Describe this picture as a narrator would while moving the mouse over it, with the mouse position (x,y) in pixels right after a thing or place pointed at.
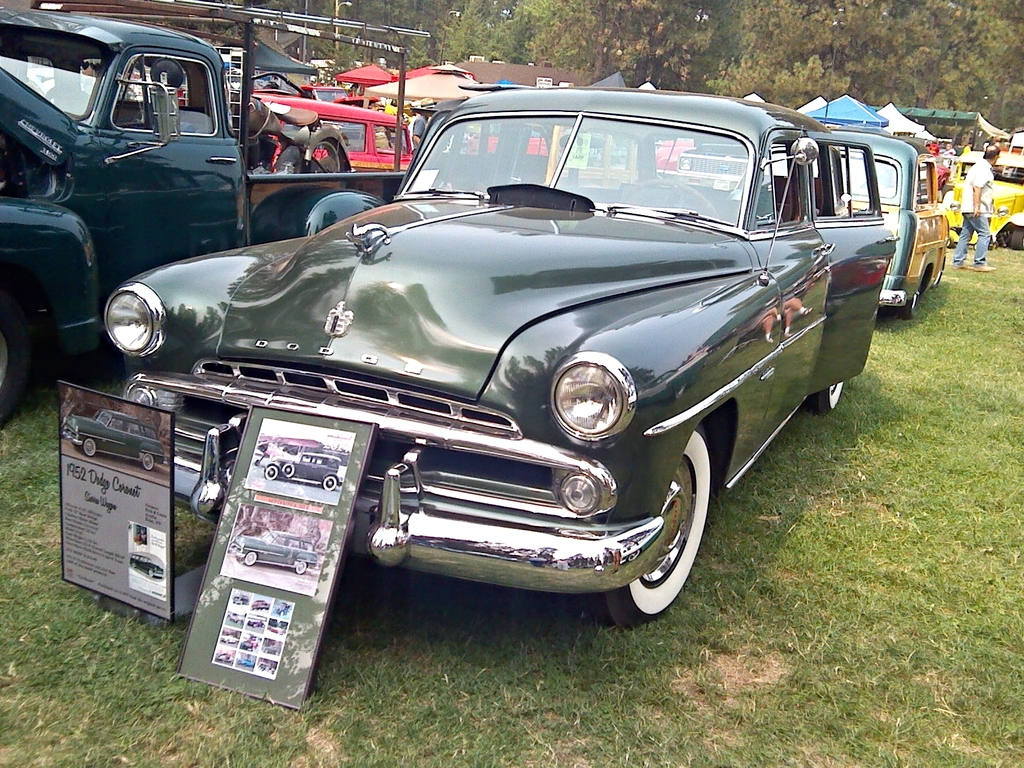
In this image I can see the vehicles (478,190). I can see the grass (814,555). In the background (697,63), I can see the trees (697,63).
